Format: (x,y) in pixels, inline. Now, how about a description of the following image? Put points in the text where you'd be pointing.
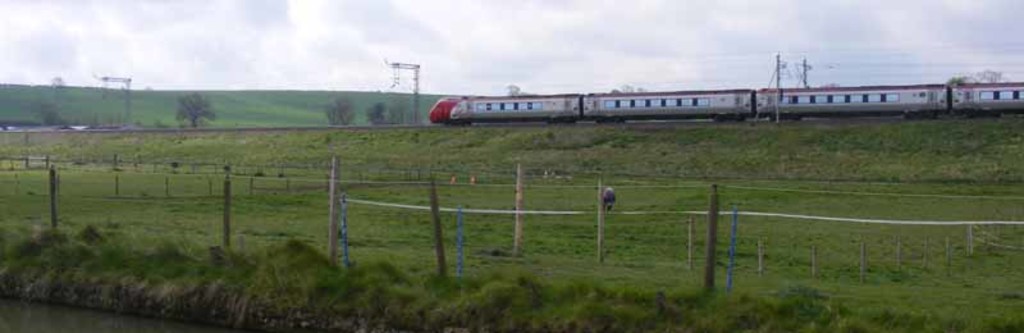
In this picture we can see the grass (414,218), poles (116,163), train (522,109), trees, some objects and in the background (306,38) we can see the sky (335,50).
